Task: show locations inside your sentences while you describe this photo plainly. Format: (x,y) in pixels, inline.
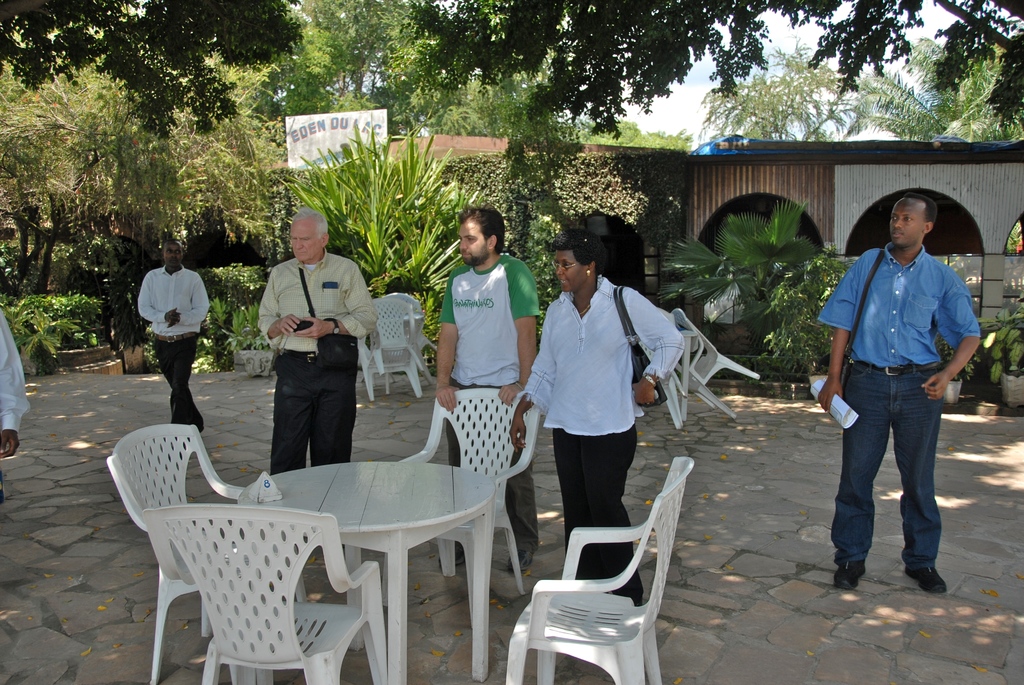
On the background (481,61) we can see trees (397,18), plants (99,330), few empty chairs (702,368). Here we can see all the persons (527,354) standing.
